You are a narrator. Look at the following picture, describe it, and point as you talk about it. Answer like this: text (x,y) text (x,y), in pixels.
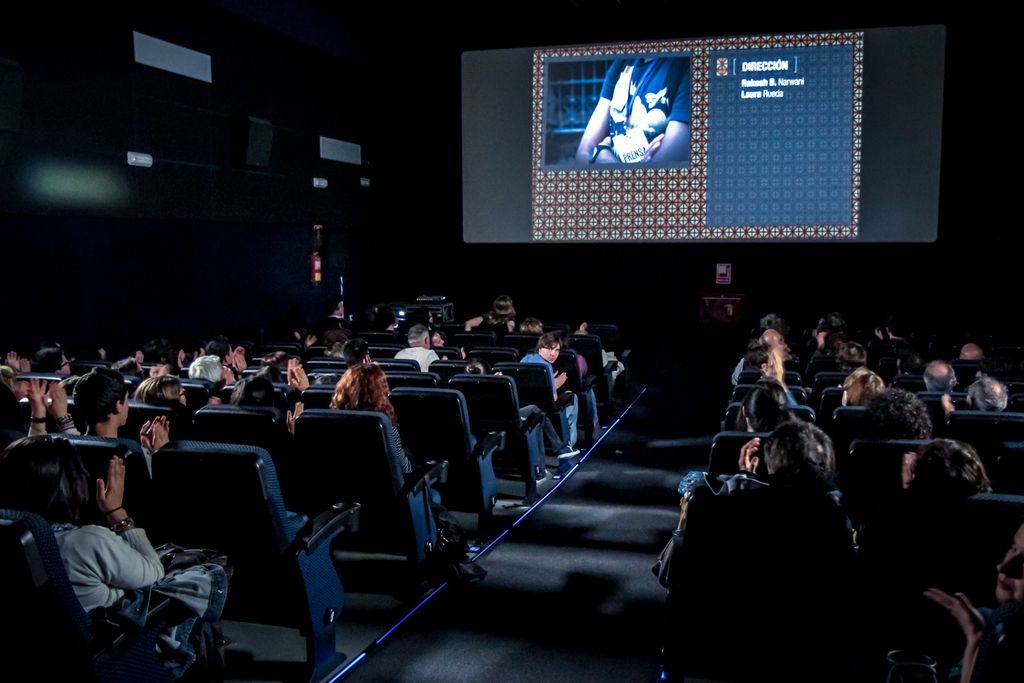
On the left side (87,544), there are persons (513,317) in different color dresses (87,531), sitting on chairs (176,538) which are arranged. On the right side (949,577), there are persons (1016,593) sitting on chairs (755,538). In front of them, there is a screen (798,233). And the background (694,303) is dark in color.
